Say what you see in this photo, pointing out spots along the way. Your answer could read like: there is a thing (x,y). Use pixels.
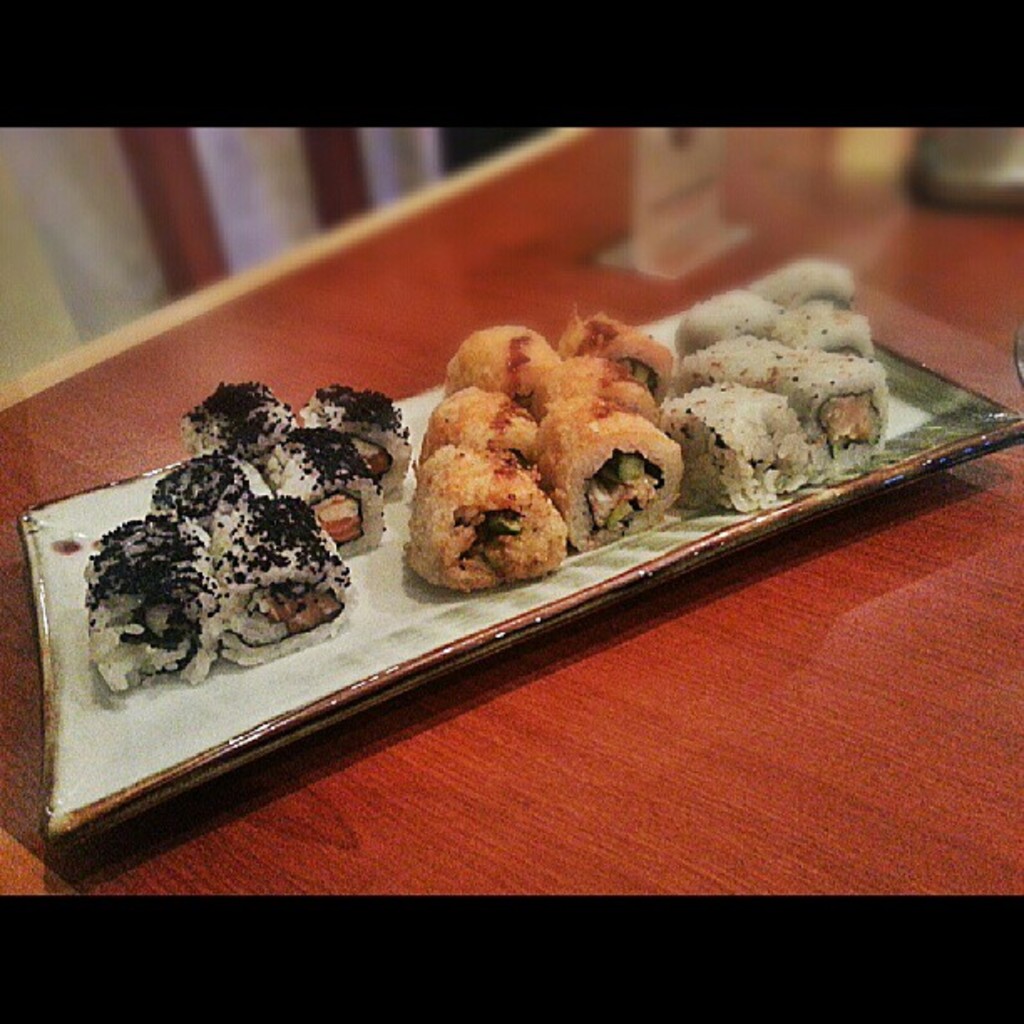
In this image we can see food (577,509) on a plate (331,671). There are few objects (930,193) on a wooden surface (803,622). In the top left (162,193), we can see few objects (181,177).
